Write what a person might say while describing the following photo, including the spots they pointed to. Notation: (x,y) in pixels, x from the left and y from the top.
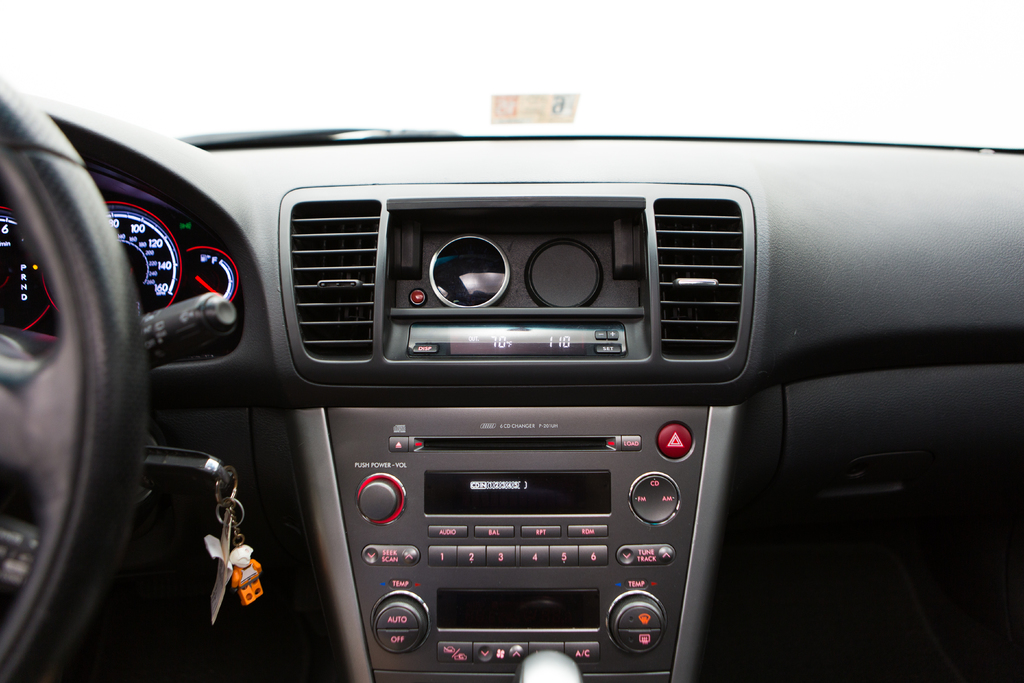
This is an inside view of a car (51,166). There is a steering (86,290) on the left side (83,532). We can see a keychain (216,481) and few things (192,466) in the car (479,576).
